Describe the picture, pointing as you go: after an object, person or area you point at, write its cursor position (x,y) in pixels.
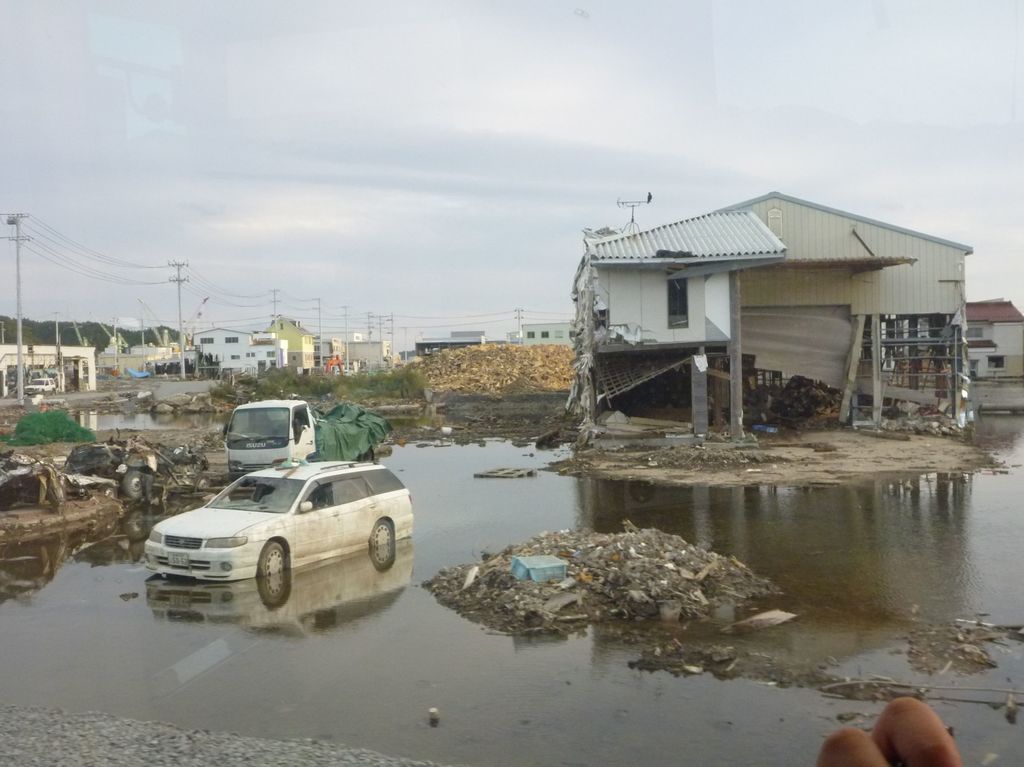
This looks like a house (789,419), which is demolished. These are the vehicles (384,517). I can see the waste materials (183,465) in the water (630,625). These are the current poles (320,348) with the current wires (274,296). I can see the buildings (291,350). These look like the plants (319,386). Here is the sky (306,123).
